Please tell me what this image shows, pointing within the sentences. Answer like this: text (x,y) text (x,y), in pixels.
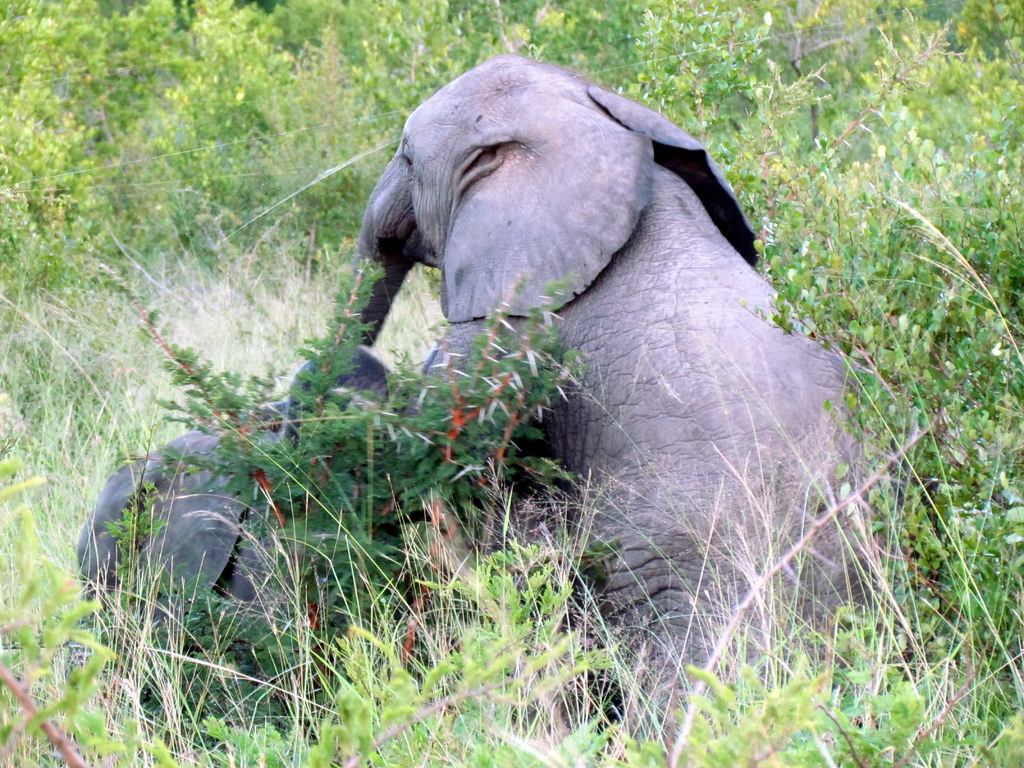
In the picture there are two elephants (654,448) in between the grass (404,741).
